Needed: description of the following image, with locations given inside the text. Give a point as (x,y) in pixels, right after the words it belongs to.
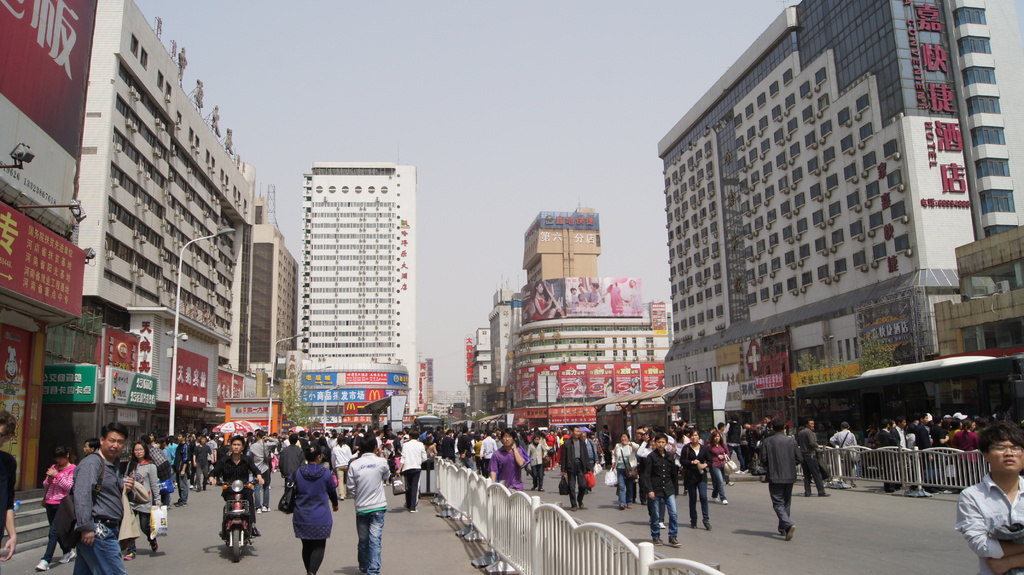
In this image we can see buildings (238,287), street lights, street poles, name boards (116,388), sign boards (57,290), people (449,455) standing on the road (387,517), people (237,467) sitting on the motor vehicles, fences (602,544) and sky (479,278).
